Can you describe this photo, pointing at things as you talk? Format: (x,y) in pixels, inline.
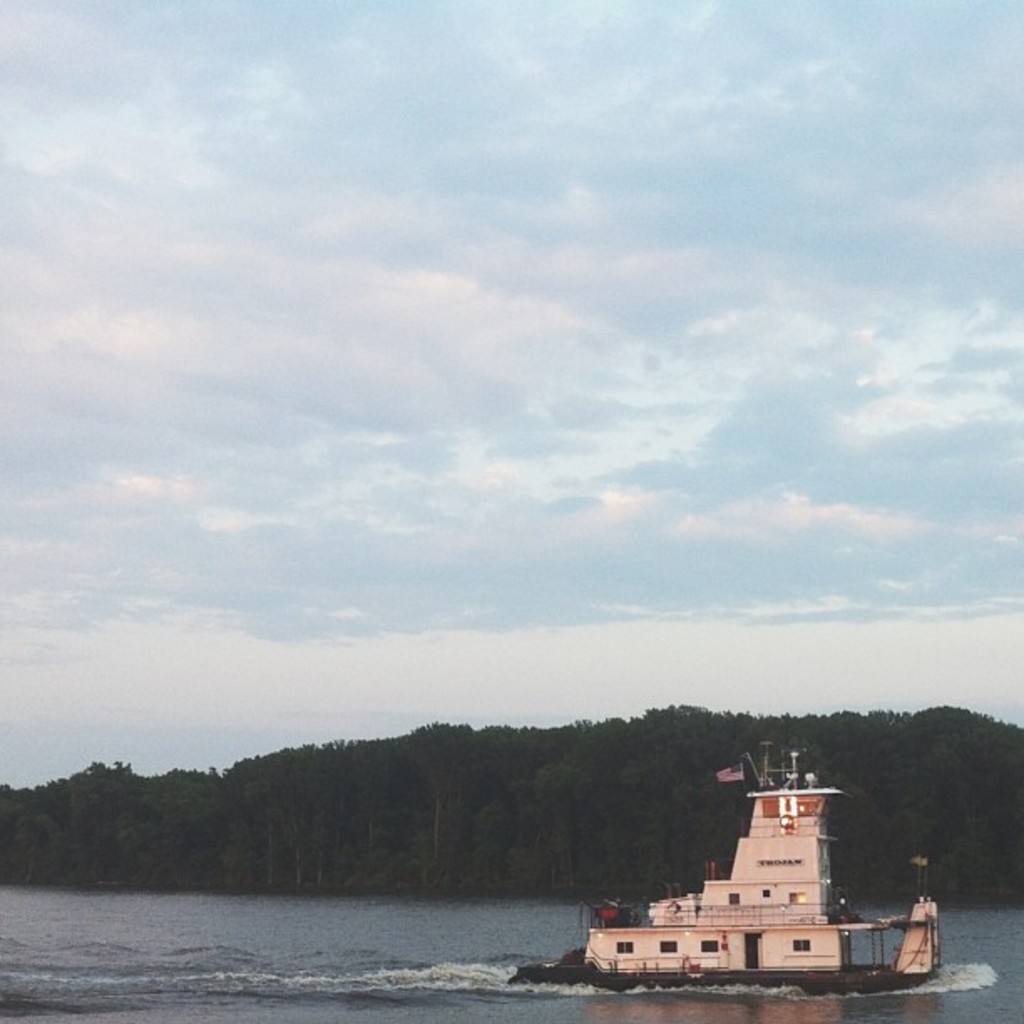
In this image I can see the ship (685,950) on the water (262,964). The ship (594,937) is in white color. In the background (556,796) there are many trees (546,732), clouds (512,534) and the sky (386,562).
